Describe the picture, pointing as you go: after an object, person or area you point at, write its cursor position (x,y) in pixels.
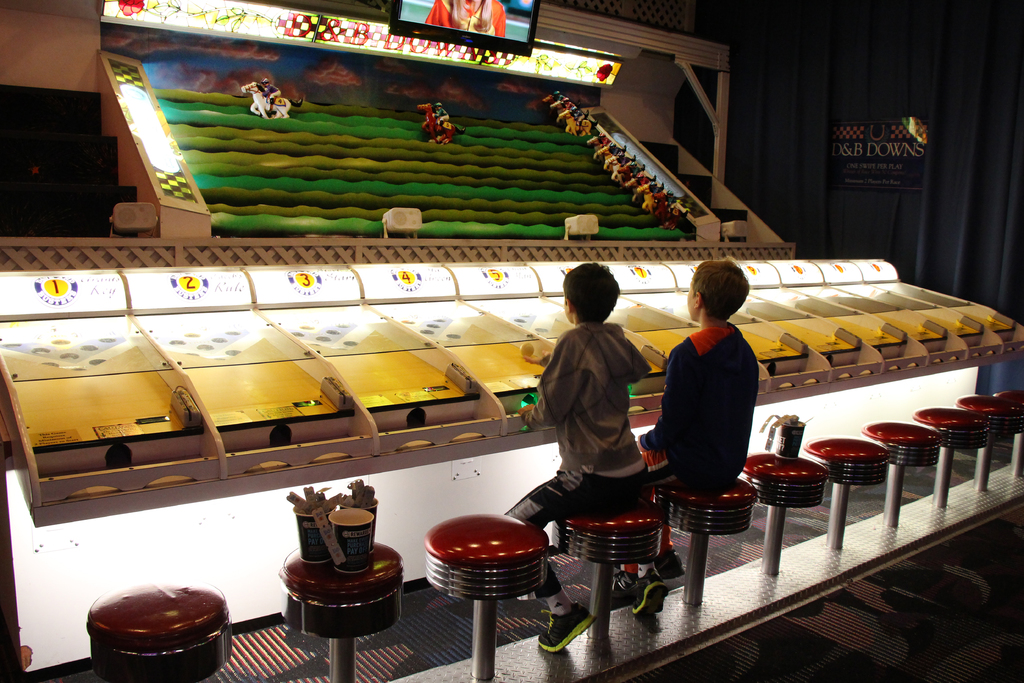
This image is taken indoors. At the bottom of the image (846,651) there is a floor (807,658). At the top of the image (338,129) there is an arcade game (267,260). In the background (896,168) there is a wall (871,87) with a board (867,137) and text (917,145) on it. In the middle of the image (553,393) there are a few empty chairs (526,531) and two kids (619,381) are sitting on the chairs (733,518) and playing games.
